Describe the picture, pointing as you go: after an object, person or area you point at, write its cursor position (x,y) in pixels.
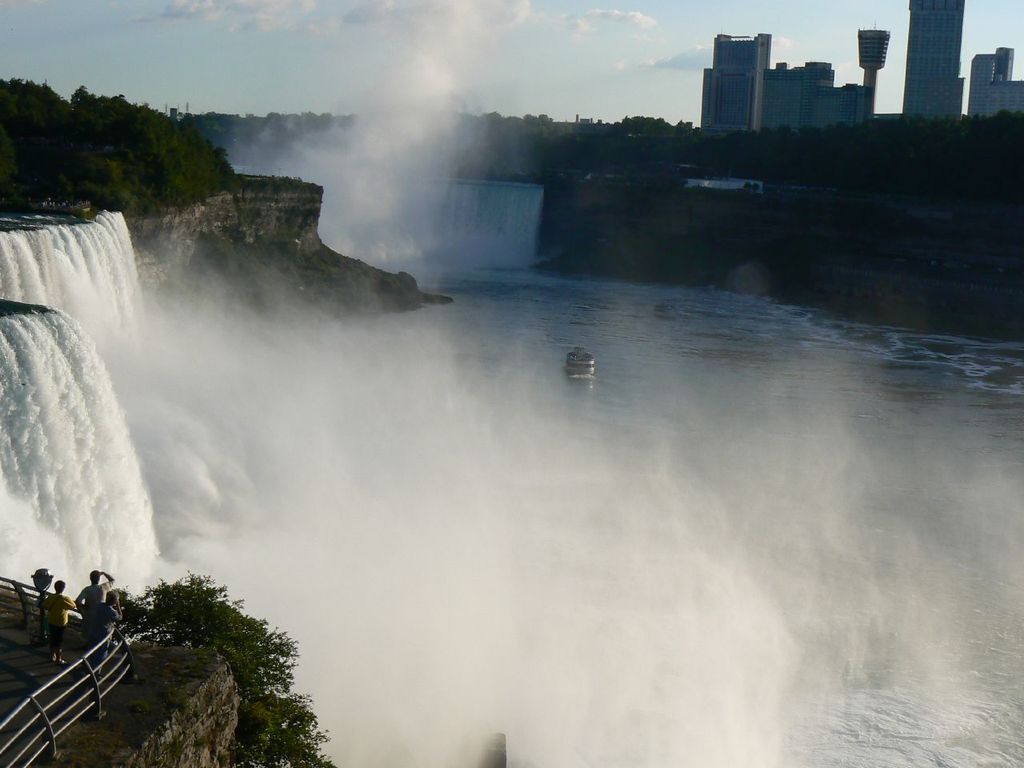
In this picture we can see the waterfalls (6,399). On the left side of the image (65,690) there are iron grilles (48,685), trees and people (78,607). At the top right corner of the image (762,72), there are buildings (809,95) and the sky (620,66).
